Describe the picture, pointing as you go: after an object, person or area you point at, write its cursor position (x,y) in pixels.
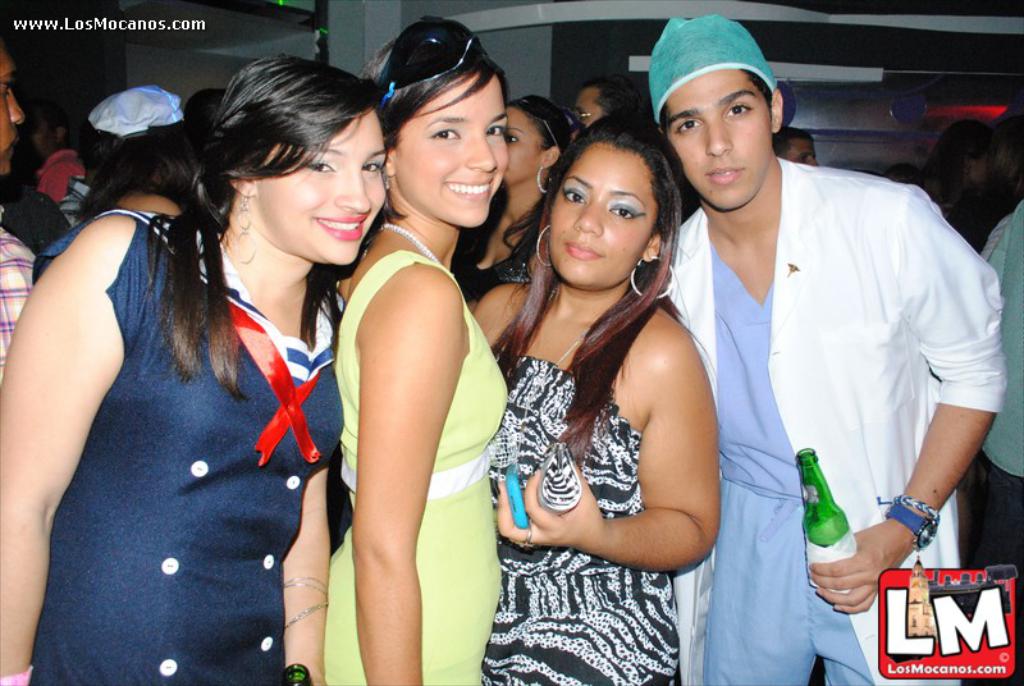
In this image we can see three women (573,341) and one man (703,260) are standing. The man (866,229) is wearing white color coat (846,289) and holding a bottle (832,527) in his hand (871,541). In the background (525,140), we can see so many people (525,140) and wall (527,63). There is a watermark (927,627) in the right bottom of the image (897,625).
